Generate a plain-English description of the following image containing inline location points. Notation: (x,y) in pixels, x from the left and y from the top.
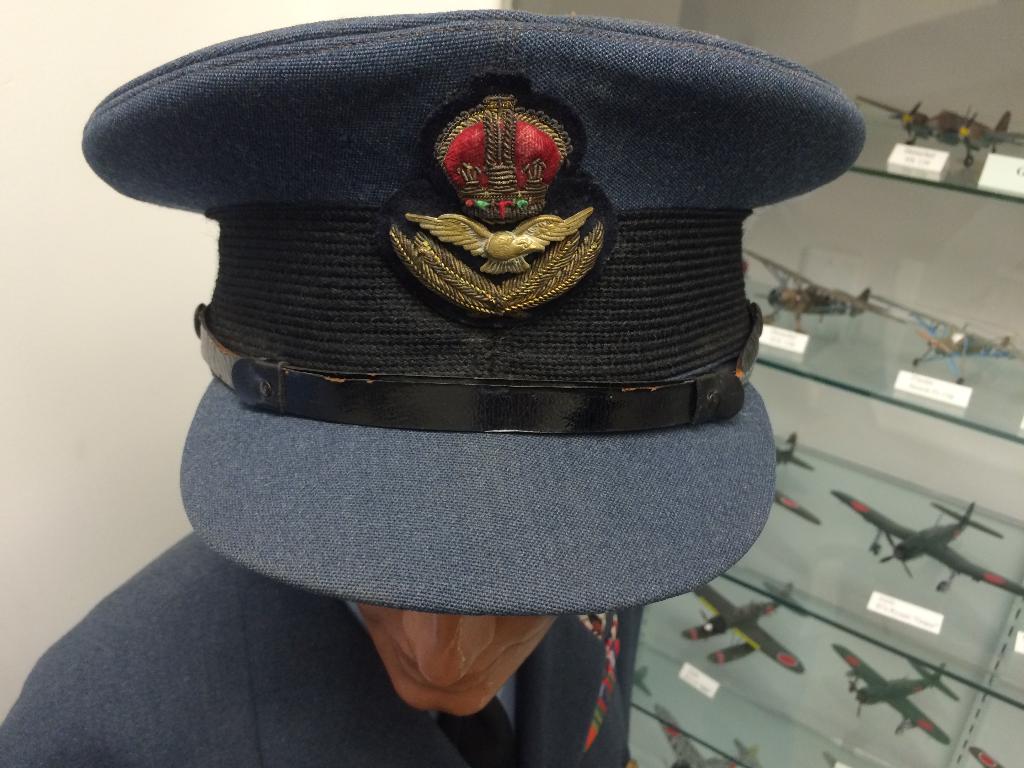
In this image, we can see a mannequin (323,431) wearing a cap (586,399). We can see some glass shelves (1013,634) with toy aircrafts (953,337) and boards (933,165). We can see the wall (36,496).
